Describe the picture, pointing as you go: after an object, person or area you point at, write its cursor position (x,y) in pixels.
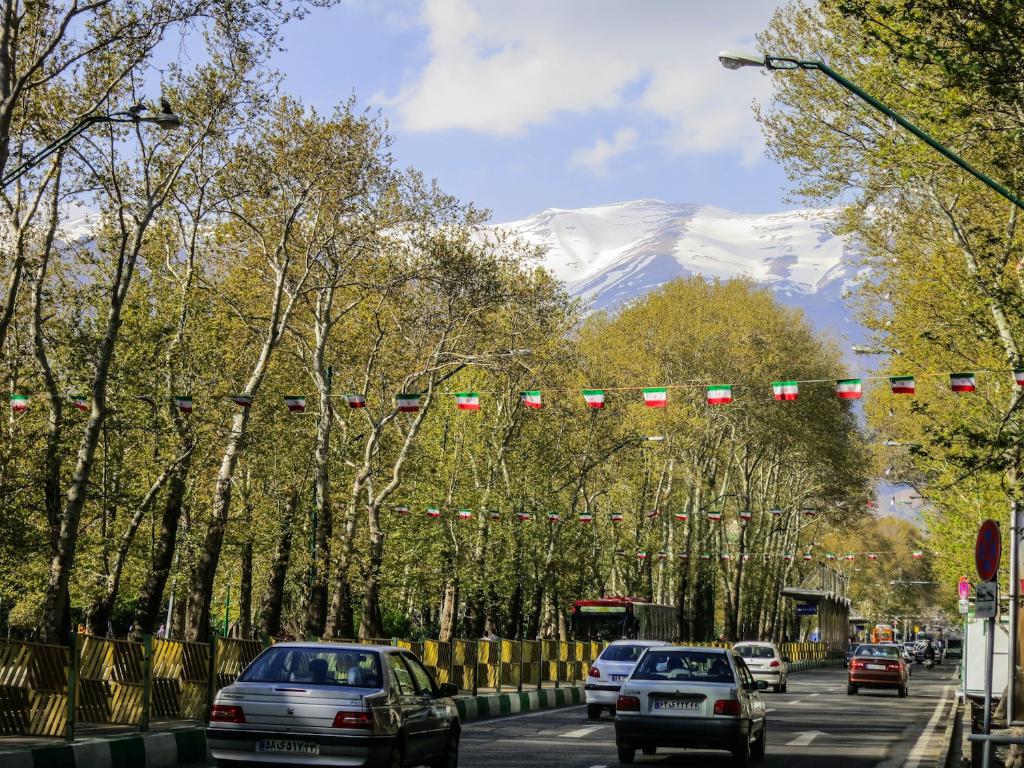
In this image, we can see a few cars (671,719). We can see some flags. There are a few trees (221,366). We can see the ground (915,713). We can see some poles (858,96). We can see some wood (489,677) on the left (86,700). There are a few hills (753,276). We can see the sky (755,207) with clouds (553,46).
